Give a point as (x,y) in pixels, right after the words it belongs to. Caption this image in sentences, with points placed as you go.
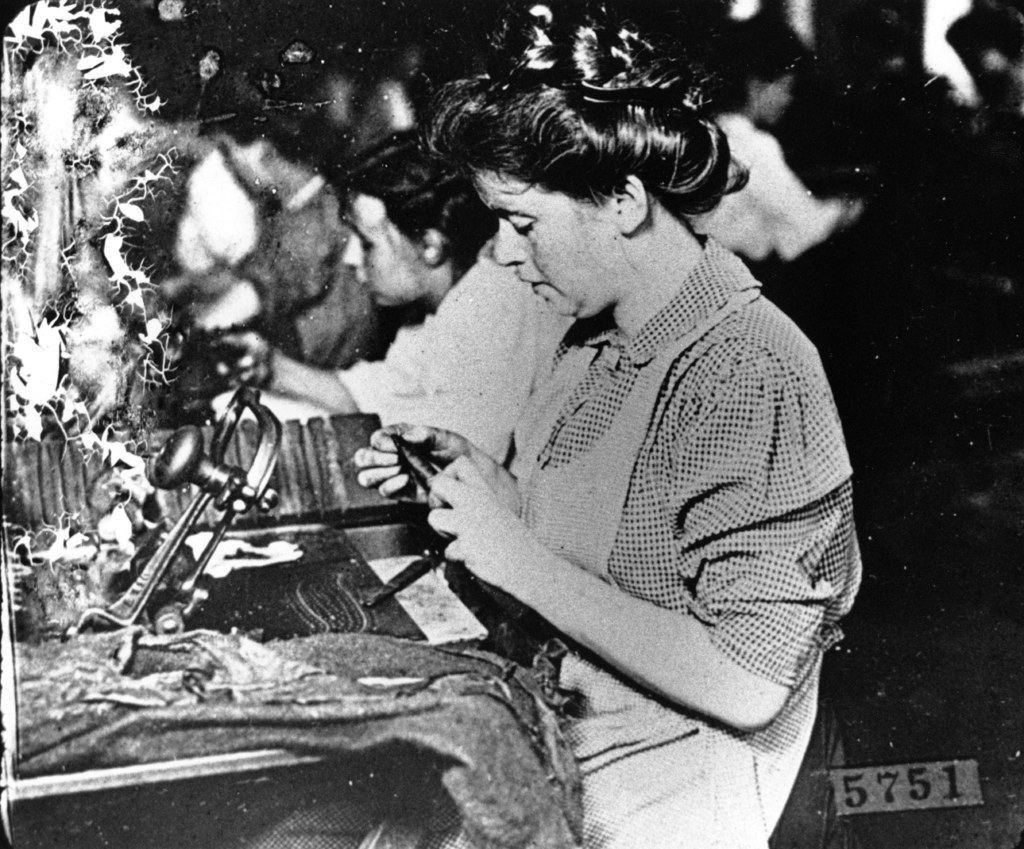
This is a black and white picture. Here we can see people (427,256) and few objects (354,544). At the bottom of the image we can see a number plate (948,786).
